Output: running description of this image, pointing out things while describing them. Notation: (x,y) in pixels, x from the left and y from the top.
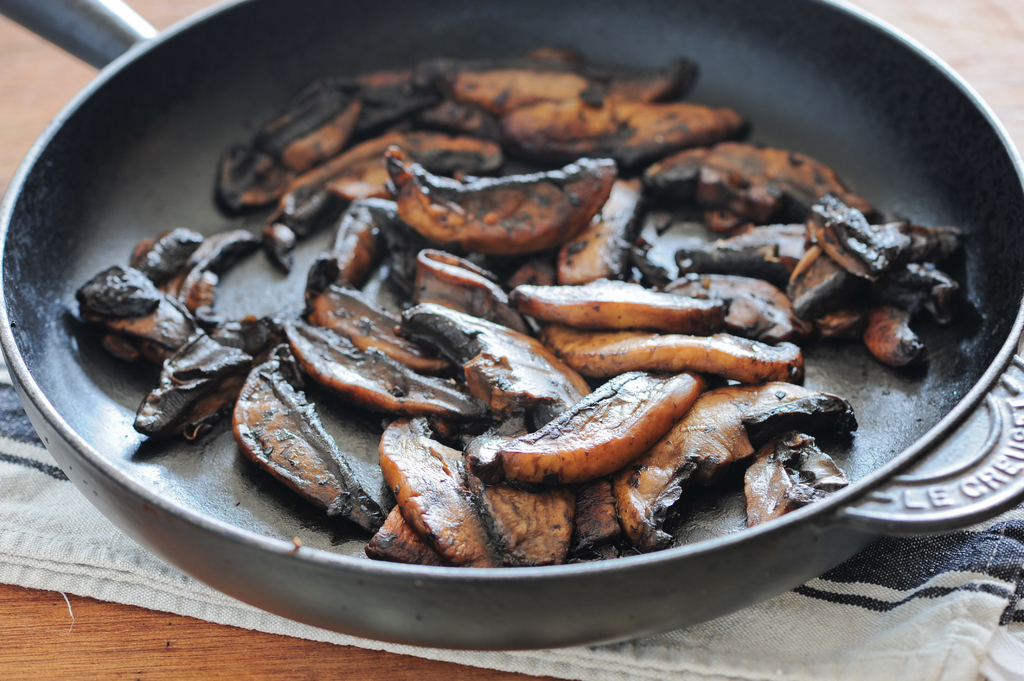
In this image I can see the food (518,340) in the black color vessel (122,127) and the vessel (130,112) is on the cloth (101,592). The cloth (92,533) is on the brown color surface (133,650).
